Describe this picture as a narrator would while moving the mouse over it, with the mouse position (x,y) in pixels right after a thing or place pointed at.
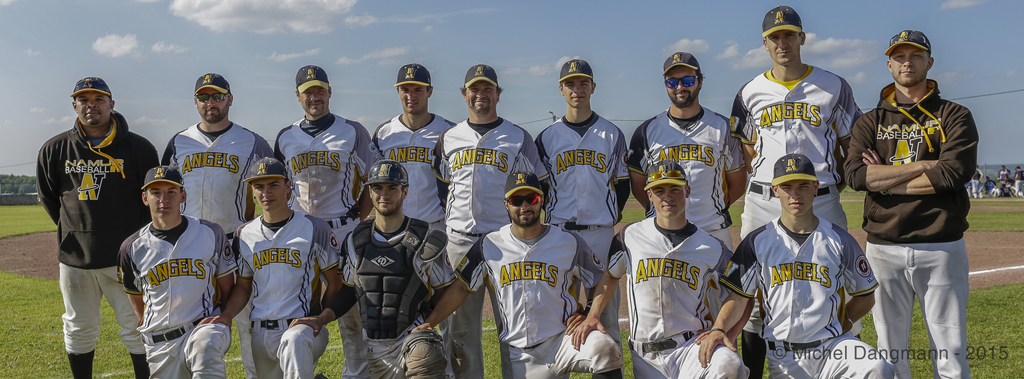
In this image we can see few people (880,203) in the ground (993,299) and in the background (555,118) there are few trees (16,188), a pole (554,119) with wires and the sky (634,116) with clouds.
